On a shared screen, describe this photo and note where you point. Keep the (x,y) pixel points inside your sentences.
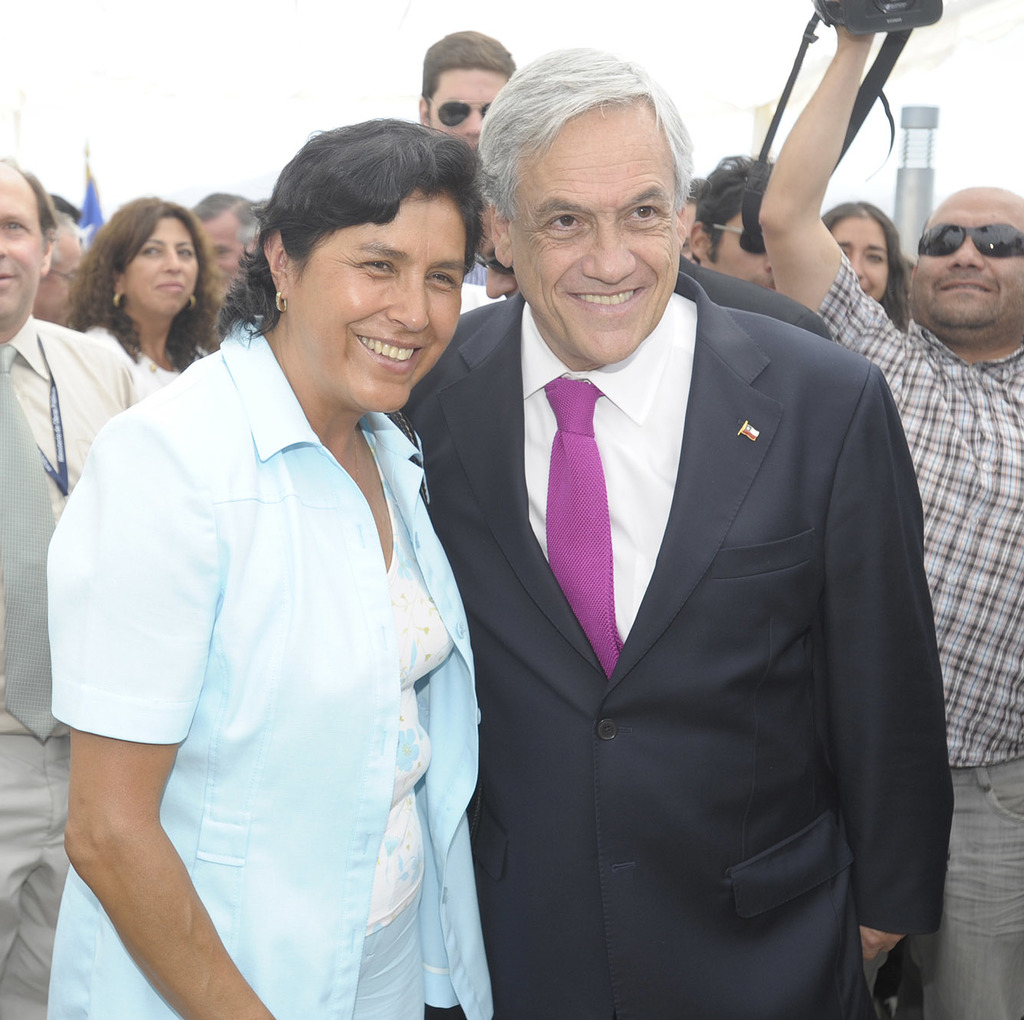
This is the man (606,711) and woman (383,526) standing and smiling. I can see a person (946,277) holding a black color object (862,31) in his hand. I can see a group of people (190,263) standing. This man (683,455) wore a shirt (634,470), tie (586,523) and suit (742,758).
